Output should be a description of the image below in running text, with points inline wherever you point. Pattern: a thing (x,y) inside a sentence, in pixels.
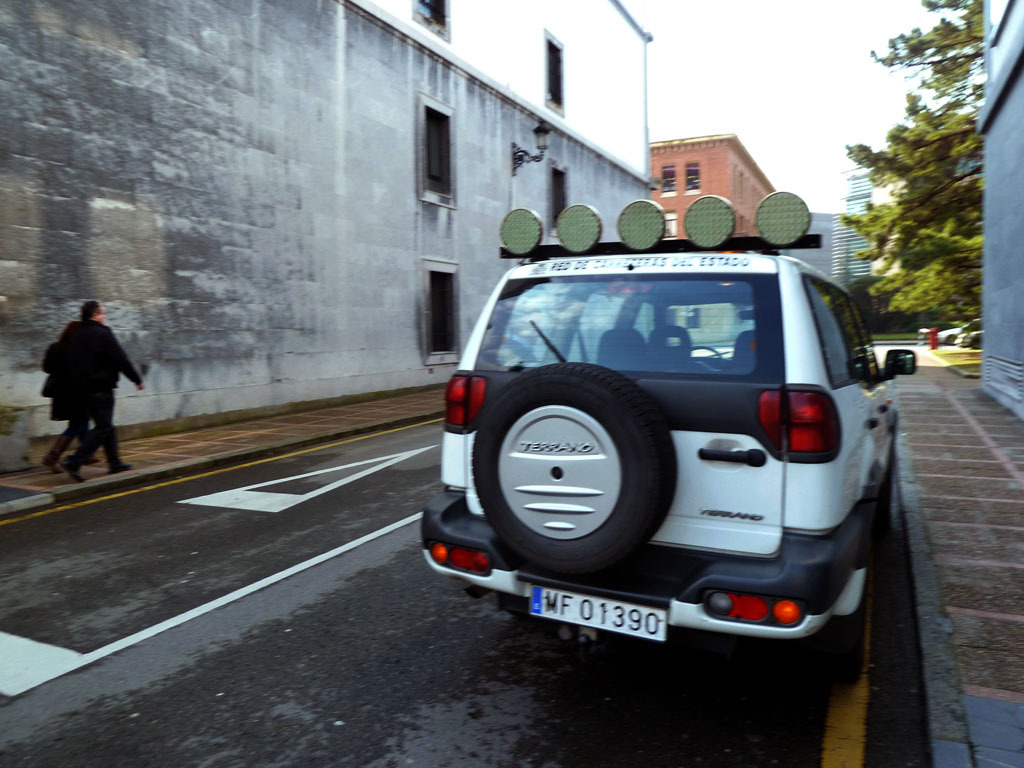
In this image there are vehicles (678,342) on the road (230,529). On the left side of the image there are two people (104,399) walking on the pavement (228,431). In the background of the image (337,189) there are buildings (1013,219), trees (899,239), lamp posts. At the top of the image (788,68) there is sky (787,67).
